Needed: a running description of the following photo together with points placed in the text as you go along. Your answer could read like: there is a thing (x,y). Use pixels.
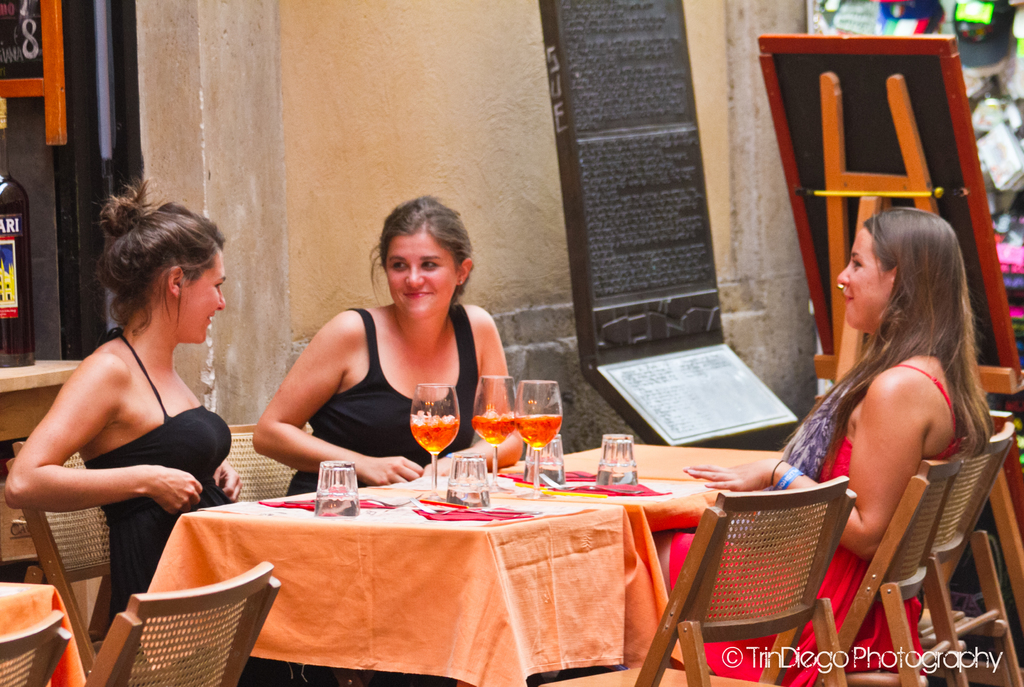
In this picture we can see three women (418,280) sitting on chair (730,503) and in front of them we have table (591,528) and on table (359,531) we can see glasses (497,431) with drinks (517,425) in it and in the background (455,48) we can see wall (301,109), board (784,152), bottle (2,171), rack (45,372).
